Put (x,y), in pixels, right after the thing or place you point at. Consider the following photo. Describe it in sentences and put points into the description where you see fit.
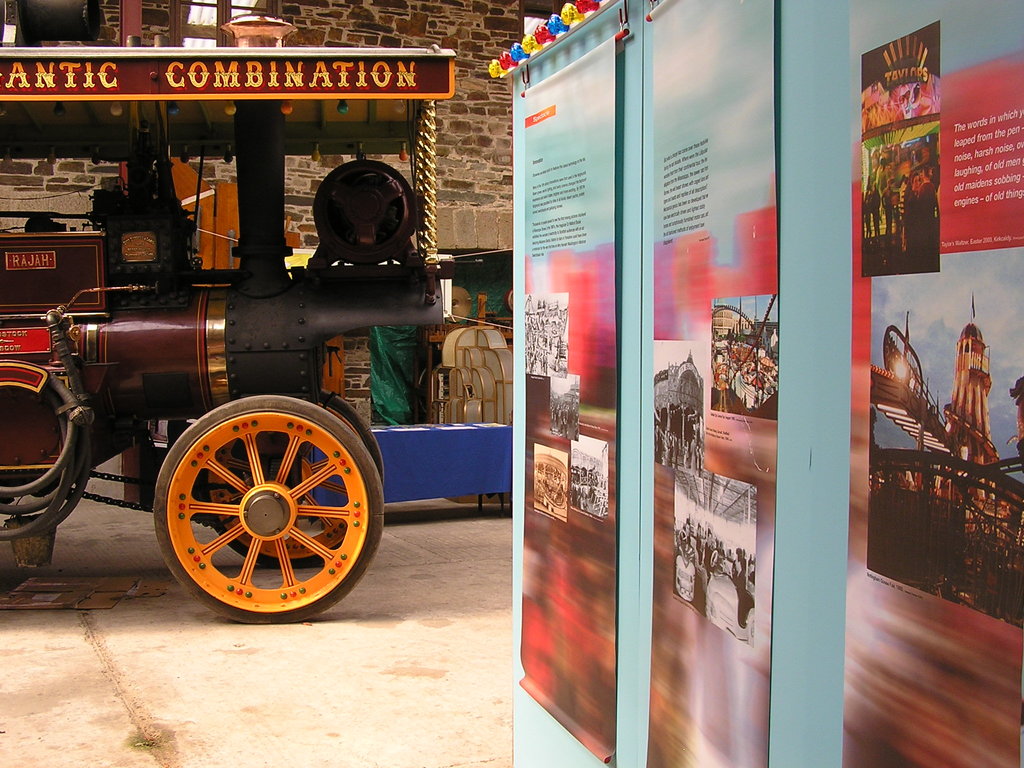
In this picture there is a vehicle (259,507) on the left side of the image (221,99). At the back (502,80) there's a wall (492,139). On the right side of the image (711,111) there are posters (682,313) on the wall (833,733) and there are pictures (1017,525) of group of people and building (977,354) and sky (929,371) and clouds (998,363) on the posters (586,274) and there is a text (990,205) on the posters (971,251).
